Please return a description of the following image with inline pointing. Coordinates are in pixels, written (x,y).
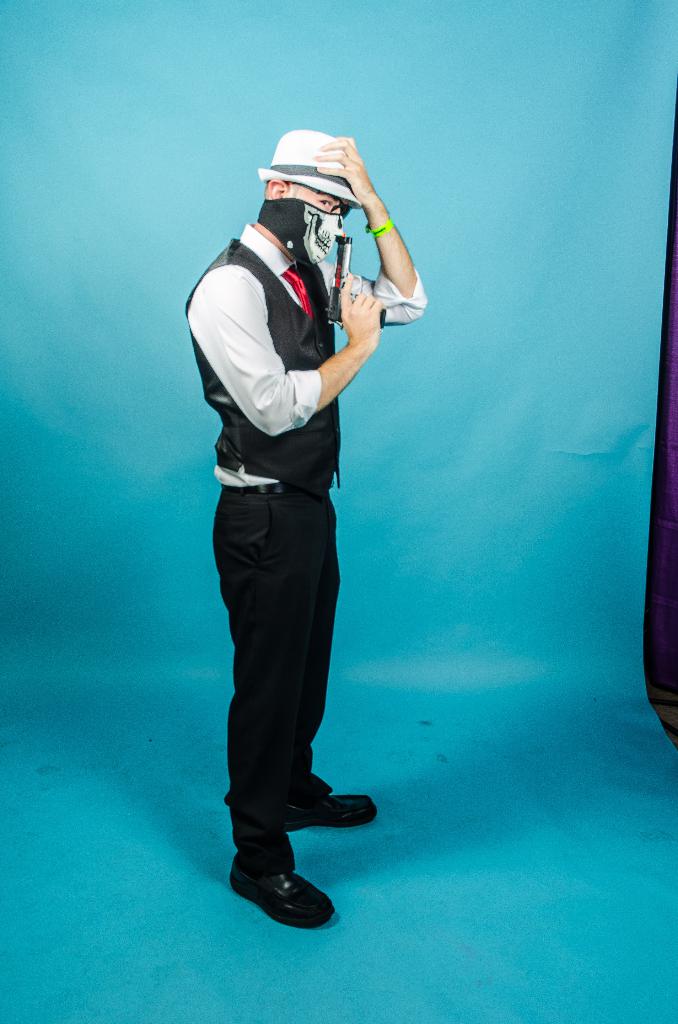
In this picture there is a person (291,376) standing and holding a gun (339,262) and wore a mask (304,228) and hat (279,175). In the background of the image (484,347) it is blue.
